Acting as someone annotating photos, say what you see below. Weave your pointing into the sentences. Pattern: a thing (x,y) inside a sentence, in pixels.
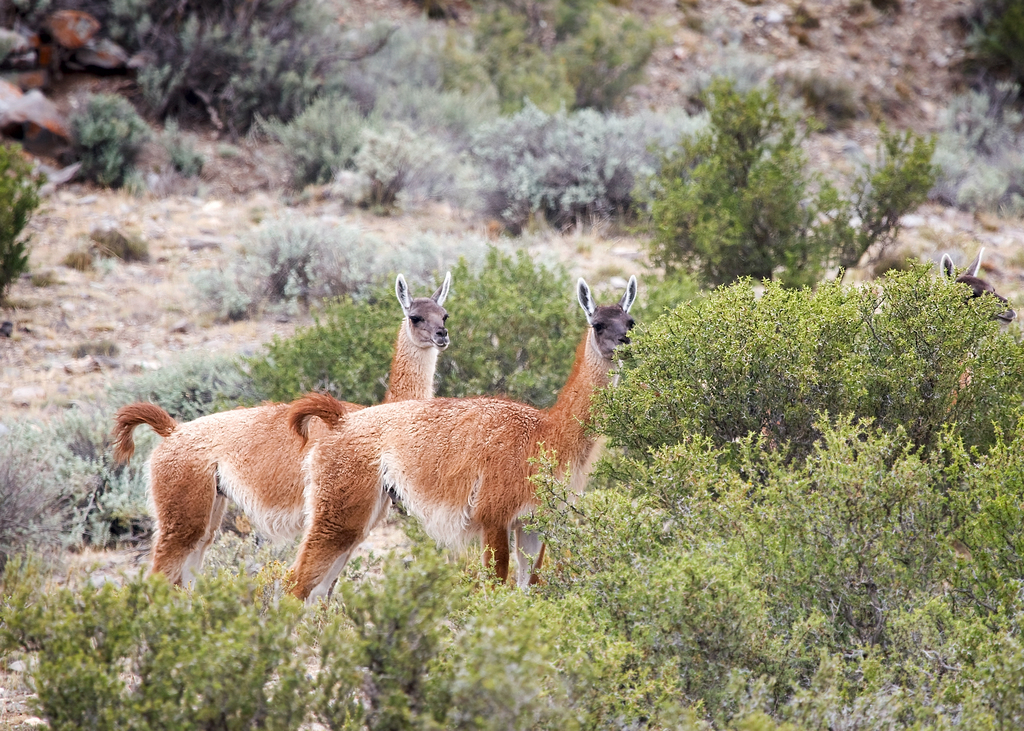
In this image, I can see two animals (365,433), which are named as guanaco (343,425). These are the small bushes (500,261) and the trees (768,353). I can see the face (963,293) of an animal (978,286) behind the tree (929,301).
